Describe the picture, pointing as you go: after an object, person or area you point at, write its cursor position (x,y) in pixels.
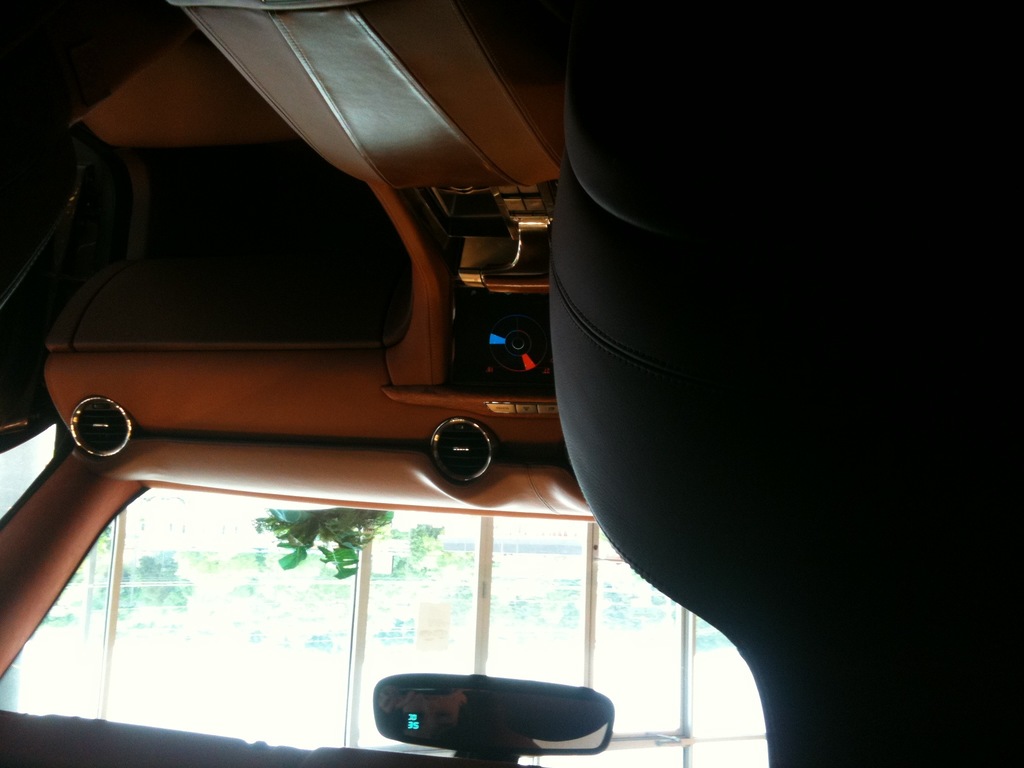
In the image to the right corner (787,297) there is a black seat (766,143). And to the bottom of the image (214,651) there is a glass (493,552) of a car (108,735) and a mirror (409,708). Above that there is a dashboard (327,360) and also there are buttons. Behind the glass (289,627) there are trees (344,558).
